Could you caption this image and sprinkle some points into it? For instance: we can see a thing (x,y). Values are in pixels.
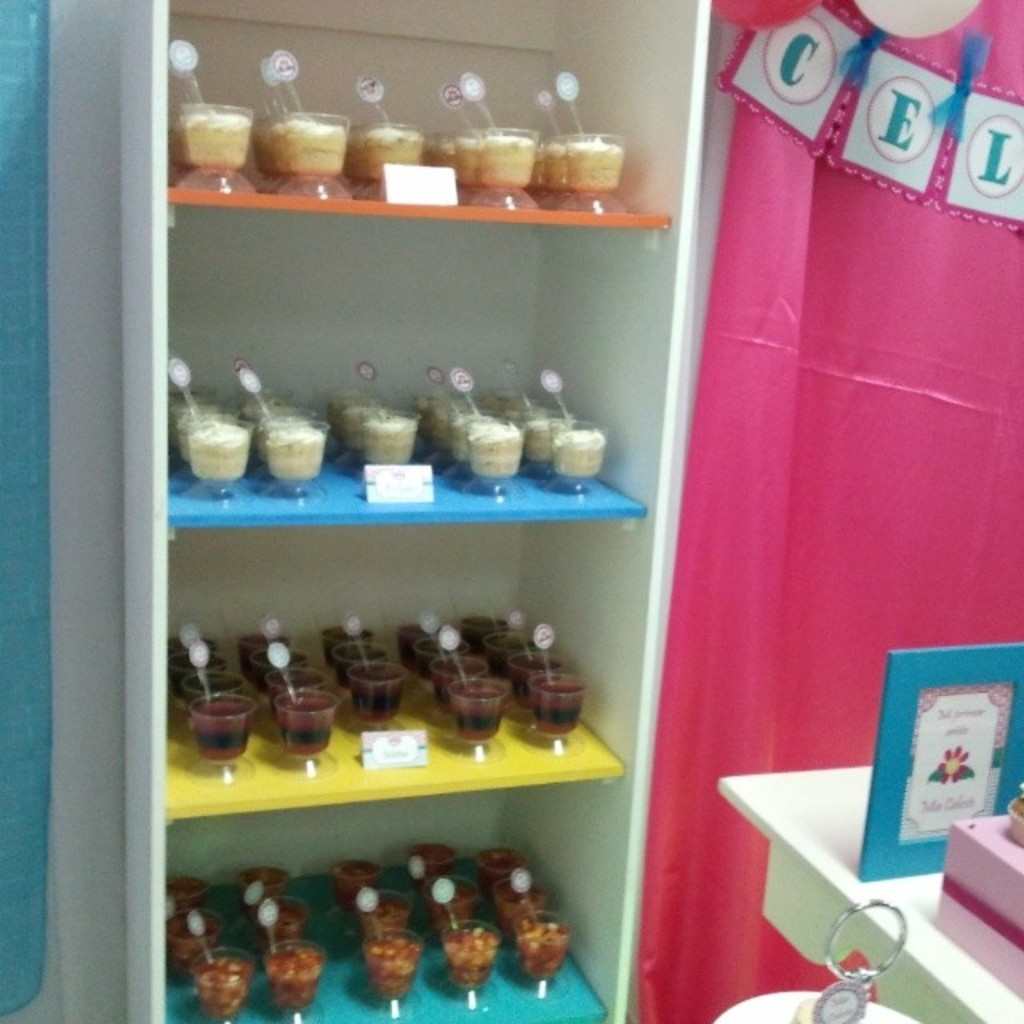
In the image we can see food items (487,734), kept on the shelf (389,598). Here we can see curtains (809,576), frames (916,747) and the decorative (837,105).
